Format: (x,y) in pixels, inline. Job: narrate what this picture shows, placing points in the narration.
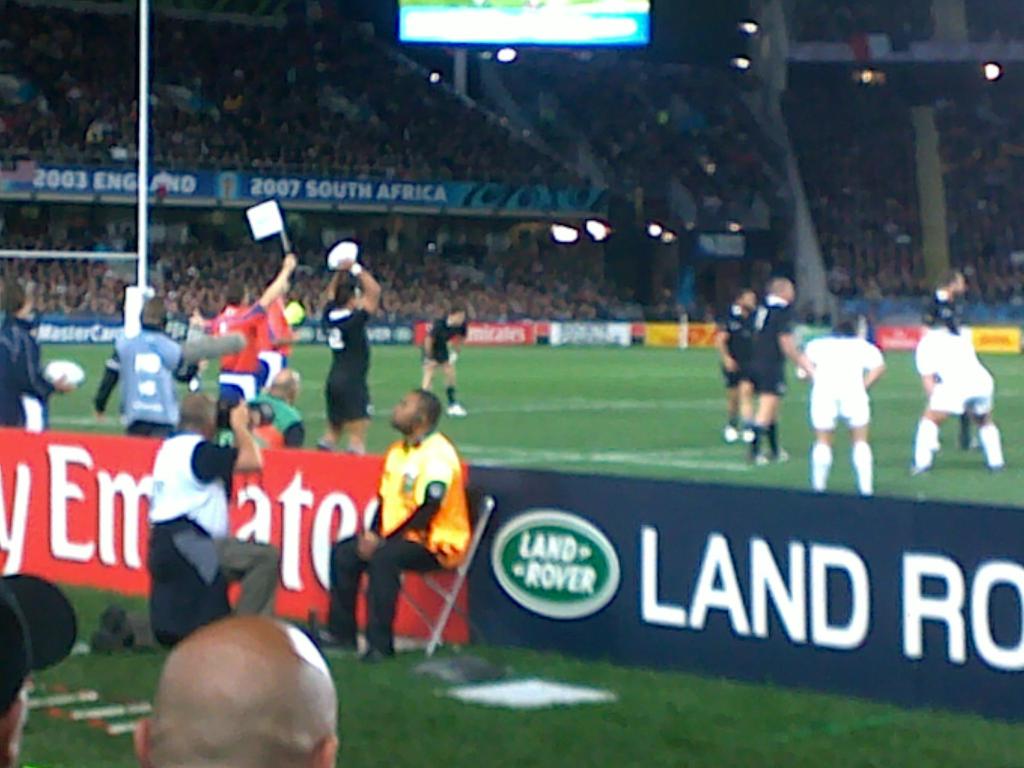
In this image I can see there are few persons (764,368) standing on the ground (726,455), in the foreground (403,454) I can see a person (450,518) sitting in the chair (421,613) and another person (216,453) taking picture of the players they both are visible in front of the hoarding board (767,520) in the bottom left (318,717) I can see two persons head (261,674), at the top (267,59) I can see an auditorium (462,135) and lights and screen (530,27) visible in the middle (583,288).
